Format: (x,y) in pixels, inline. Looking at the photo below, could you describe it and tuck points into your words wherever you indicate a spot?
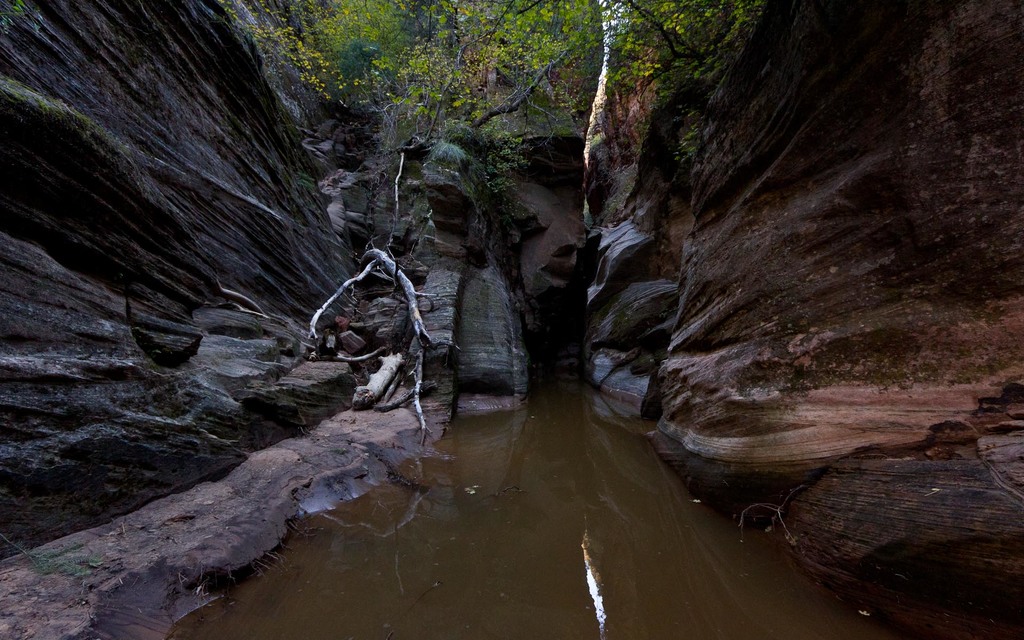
In this picture I can observe water (463,500). There is a tree (390,27) on the top of the picture (446,27). I can observe hills (231,218) on either sides of the water (517,456).
